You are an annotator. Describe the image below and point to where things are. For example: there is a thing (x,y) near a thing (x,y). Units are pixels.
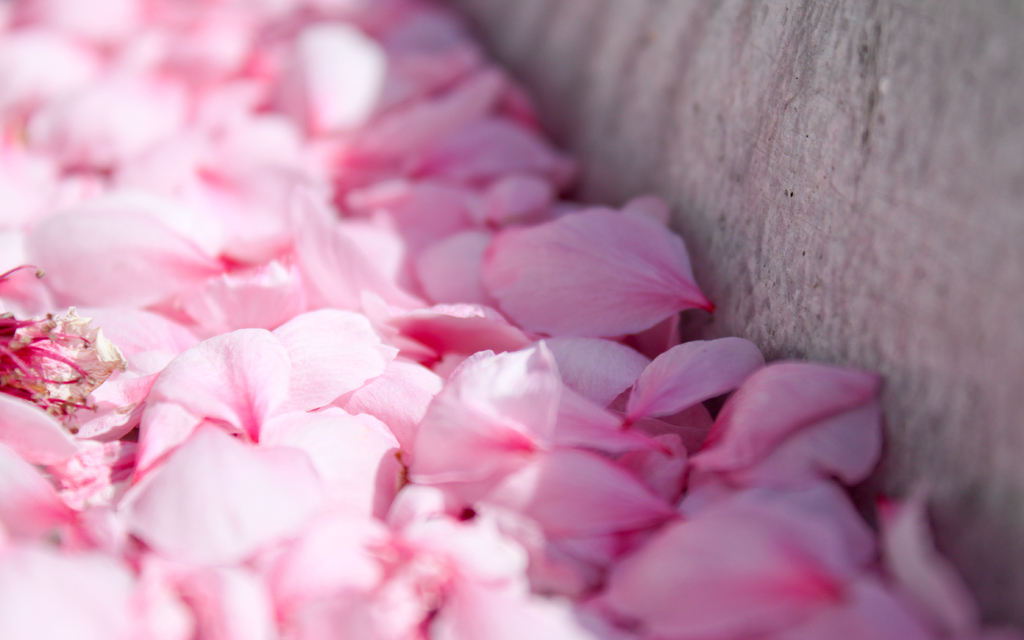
In this image we can see few pink color petals (324,218) and also we can see the wall (774,58).
